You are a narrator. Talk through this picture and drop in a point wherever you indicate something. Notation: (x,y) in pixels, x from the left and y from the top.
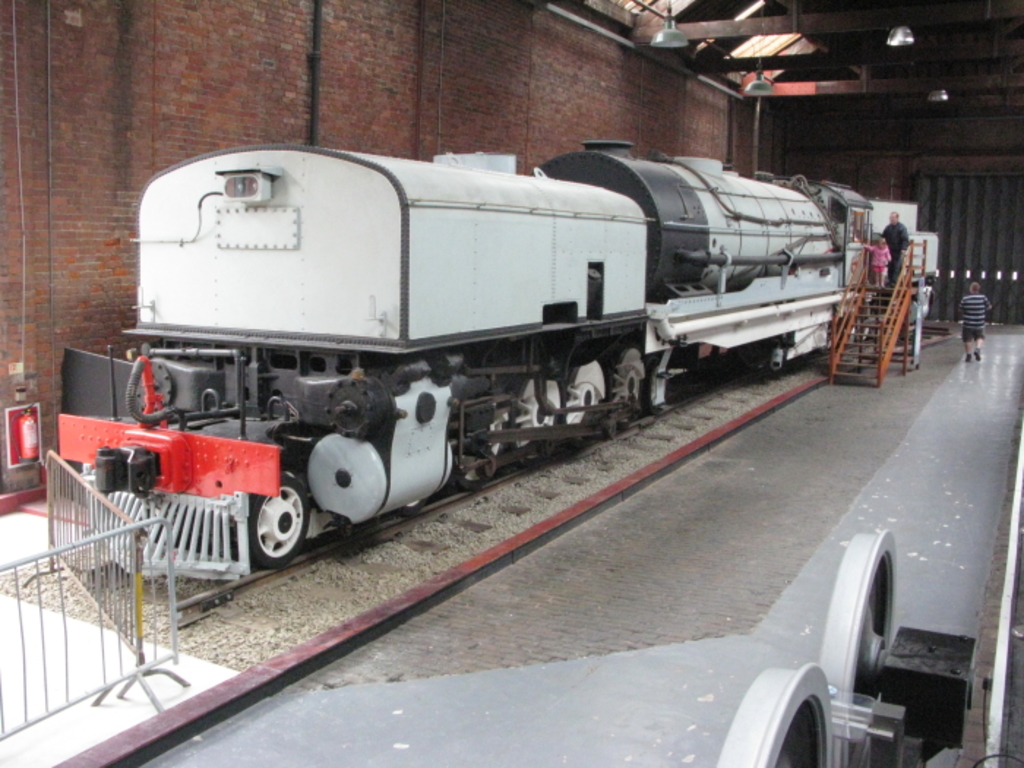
In the foreground of this image (526,375), there is an engine (418,349) on the track (256,580). We can also see few people (890,259) standing on the stairs (861,337), a man (971,299) walking on the path (946,411), railing (152,581), few objects (904,654) on the right (931,714) and behind it, there is a fire extinguisher (29,430), wall (252,111) and lights (889,37) to the roof (831,15).
